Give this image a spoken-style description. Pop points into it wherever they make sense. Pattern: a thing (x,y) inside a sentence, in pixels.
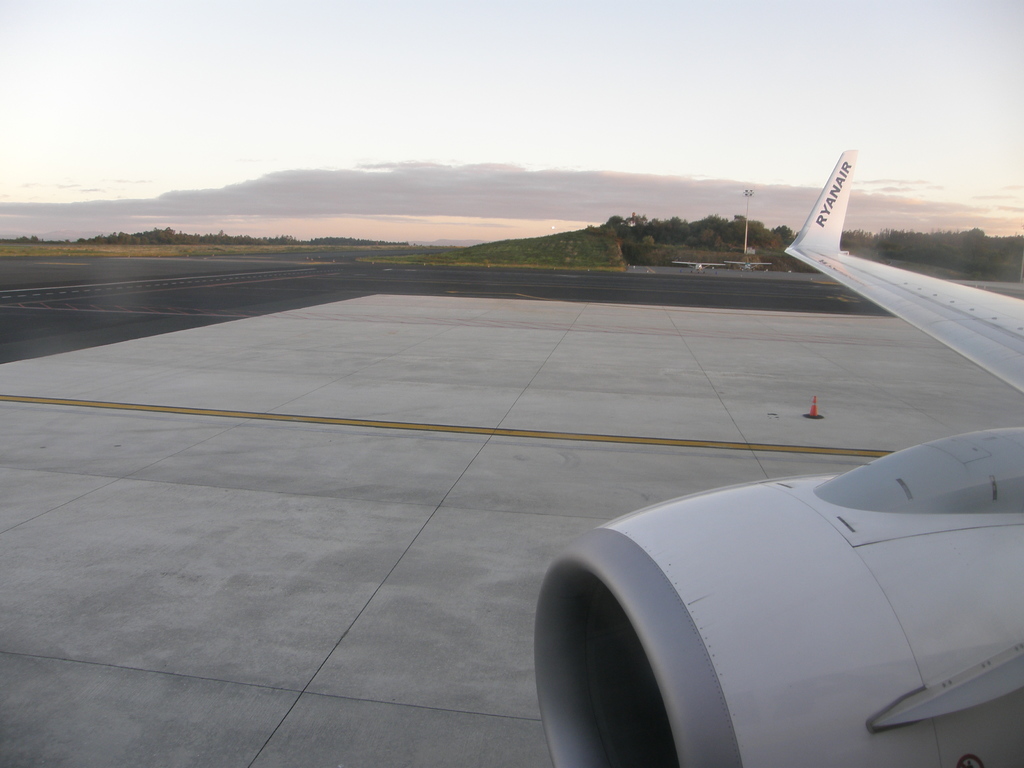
This image is taken outdoors. At the top of the image (188,160) there is the sky (499,170) with clouds (482,169). In the background (888,245) there are many trees (638,248) and plants (340,245) on the ground (956,269). There is a pole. At the bottom of the image (258,709) there is a runway (135,421). On the right side of the image (805,623) there is an airplane (806,641) on the runway (855,459).
